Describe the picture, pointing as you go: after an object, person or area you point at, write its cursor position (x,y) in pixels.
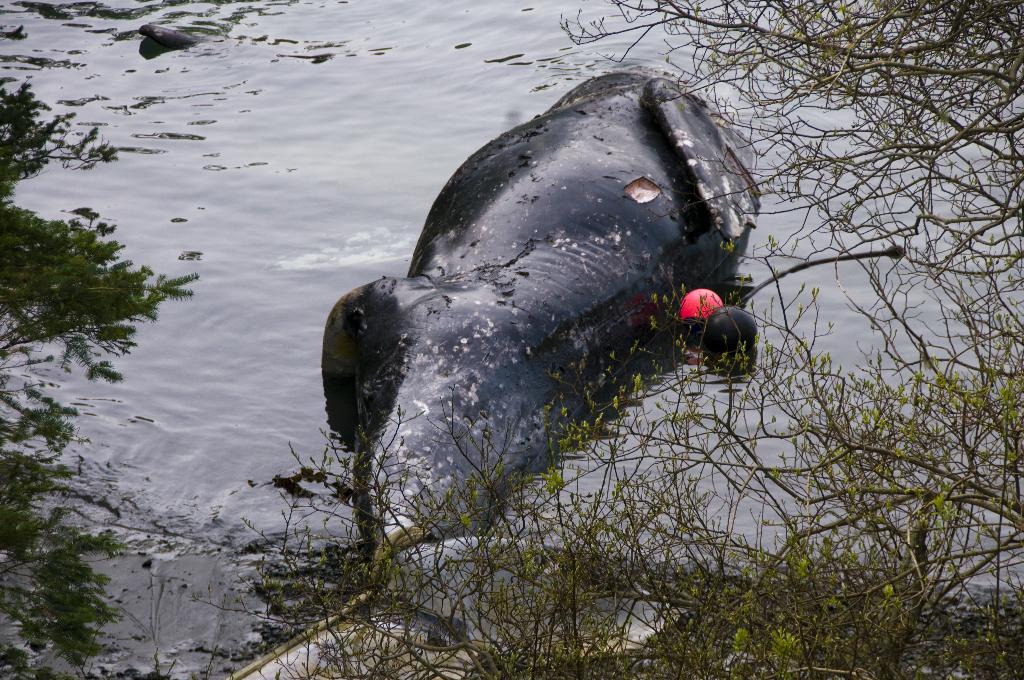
In the center of the image (671,296) we can see an animal (553,350) in the water (475,115). At the bottom (569,637) there are trees (1019,520).
